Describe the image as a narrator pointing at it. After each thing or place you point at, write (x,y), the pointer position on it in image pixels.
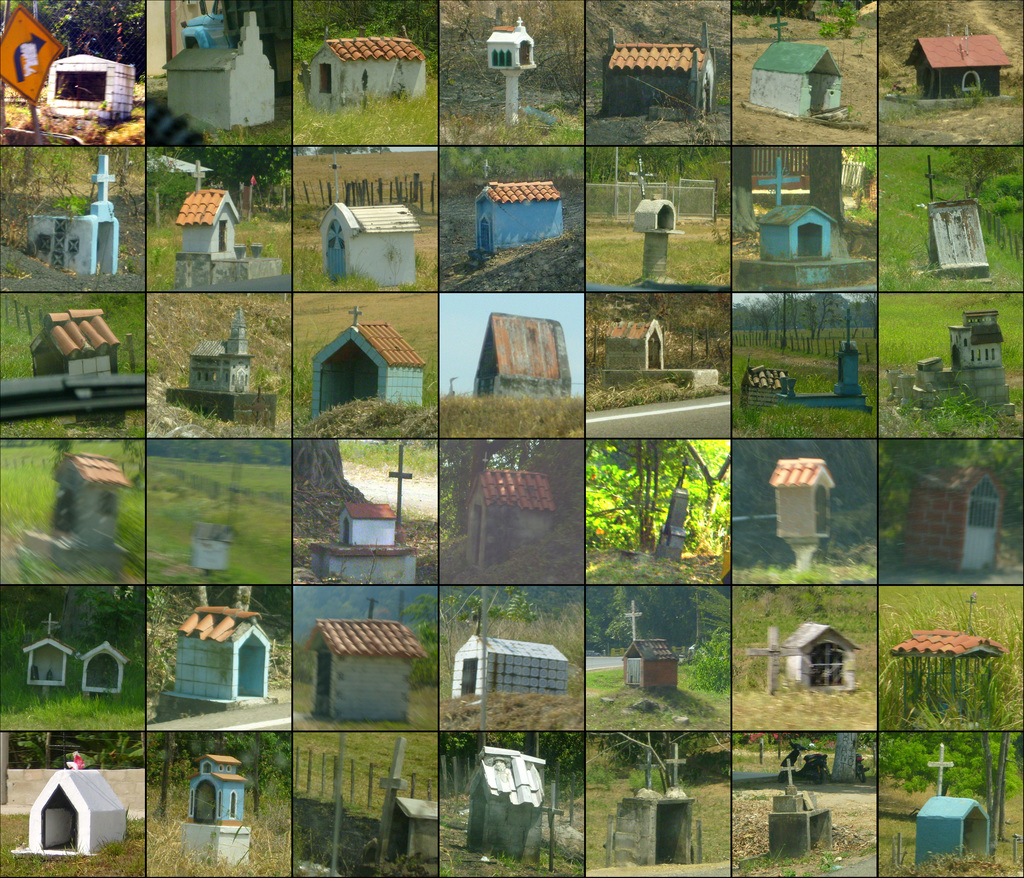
In this image we can see few houses (317,83) and memorial graves (694,64). We can see a collage photo. There are many trees (571,606) in the photo. There is a grassy land (900,363) in the photo. There is a board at the top left most of the image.
